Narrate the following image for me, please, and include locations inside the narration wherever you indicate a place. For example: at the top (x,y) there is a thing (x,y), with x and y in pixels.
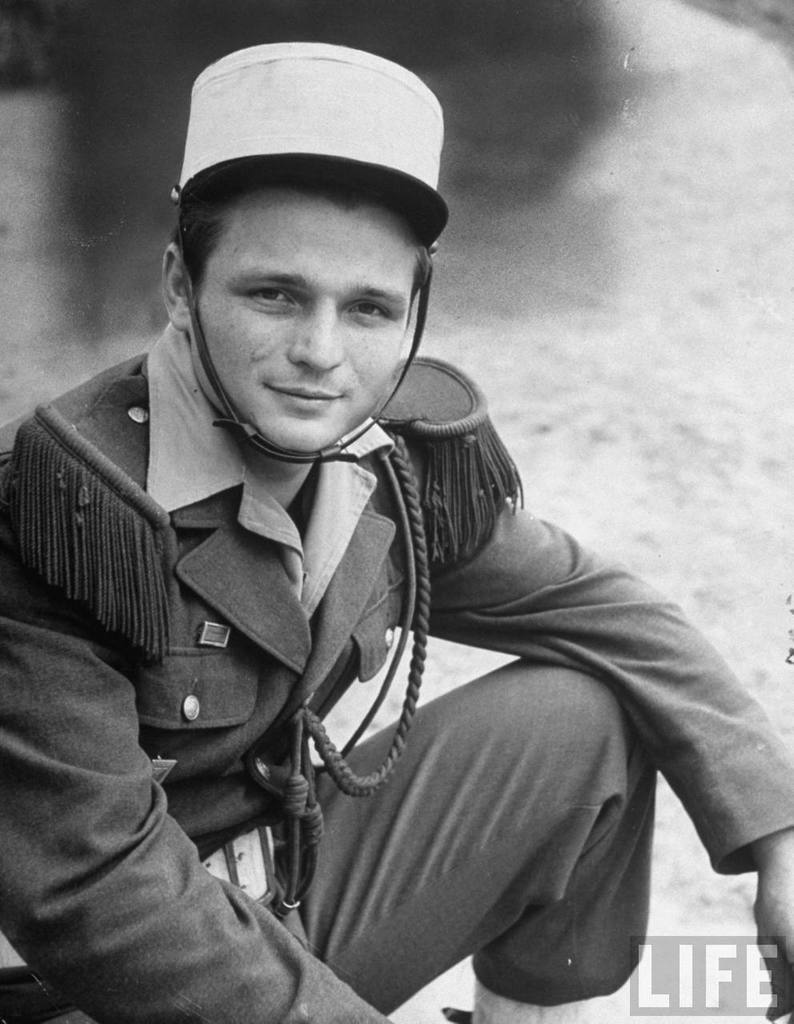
This is a black and white picture. We can see a man (474,456). In the bottom right corner of the picture (747,943) we can see a water mark (663,957).
